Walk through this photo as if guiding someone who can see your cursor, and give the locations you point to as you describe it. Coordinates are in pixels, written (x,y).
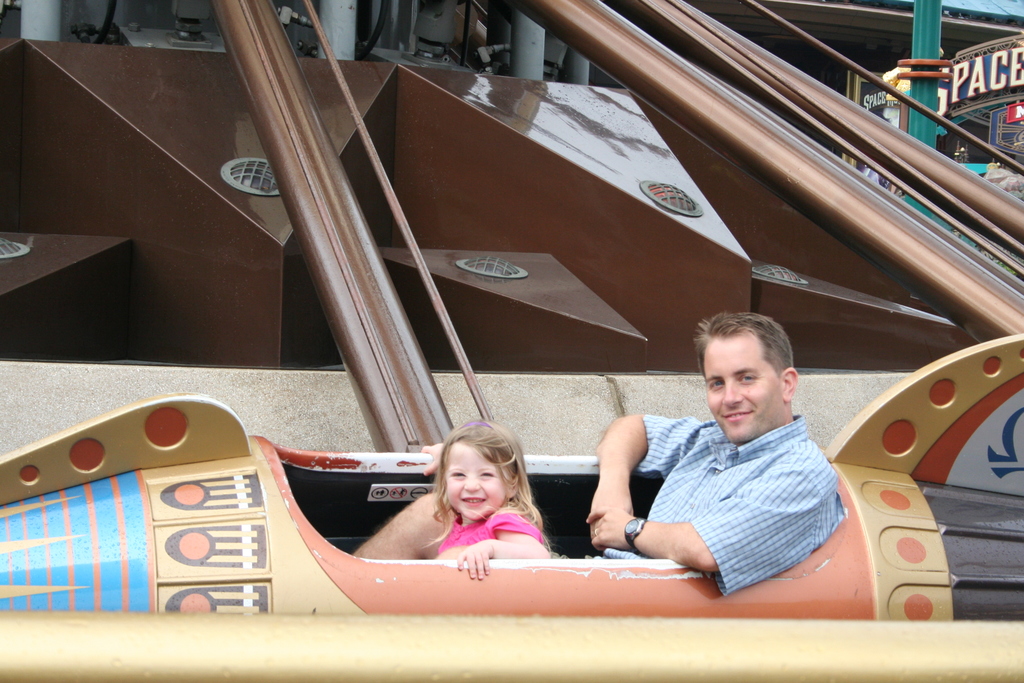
In this image a person (700,455) and a girl (439,467) are sitting in the vehicle (923,486). Behind them there is a wall (309,430). Top of the image (343,187) there are few metal rods (305,232). Behind there are few metal objects (549,156). Right top there is a pole (908,75). Behind there is a name board (1005,77).
